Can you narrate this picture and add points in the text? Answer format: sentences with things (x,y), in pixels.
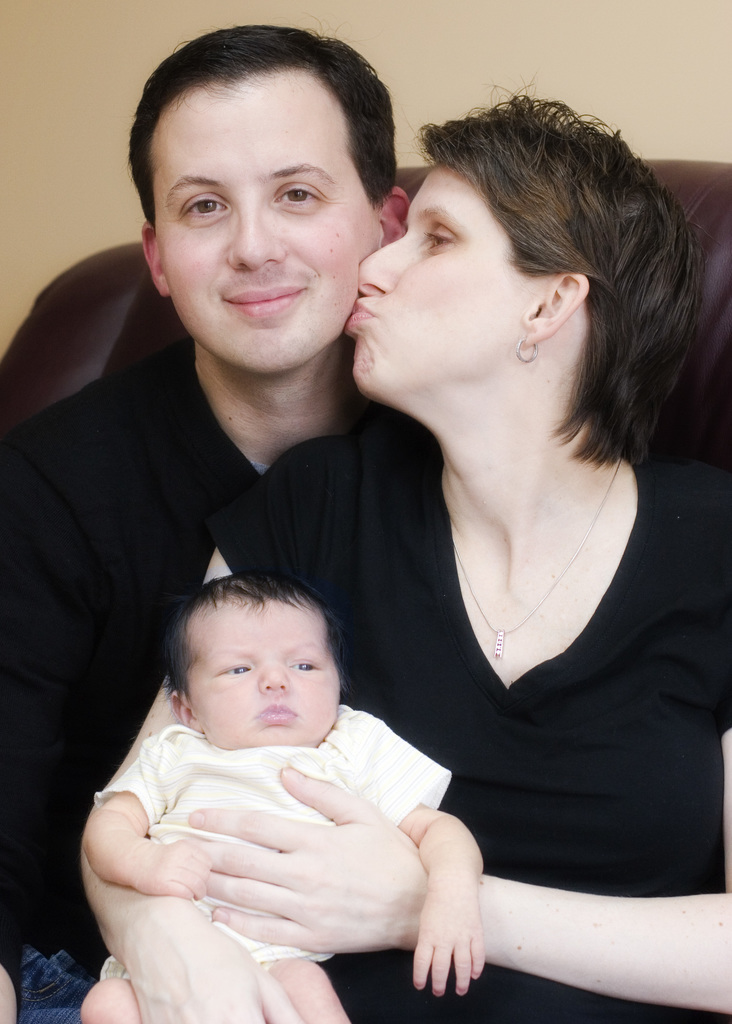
There two people (320,392) sitting and she is holding a baby (422,764). Background (550,18) we can see wall (492,65).
